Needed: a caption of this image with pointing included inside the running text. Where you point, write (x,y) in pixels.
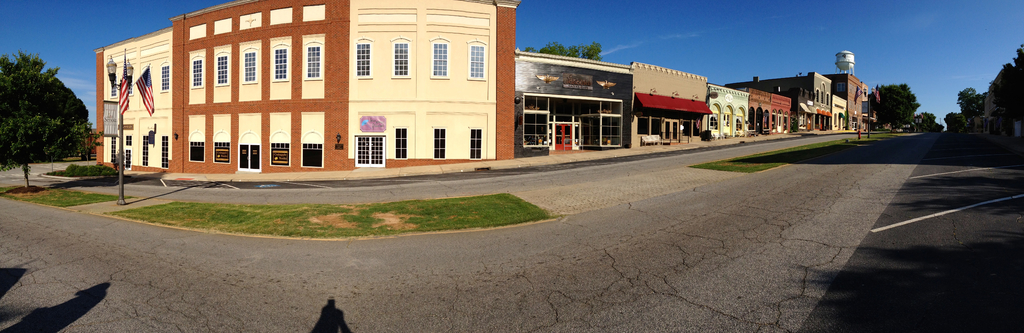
This is an outside view. At the bottom (291,291), I can see a road (444,281). In the middle of the image (433,152) there are many buildings (488,110). On the right (973,110) and left side of the image (36,124) there are trees (897,111). On the left side (120,106) there is a light pole (120,168) in the middle of the road (556,277). At the top of the image (685,28) I can see the sky (639,33).
